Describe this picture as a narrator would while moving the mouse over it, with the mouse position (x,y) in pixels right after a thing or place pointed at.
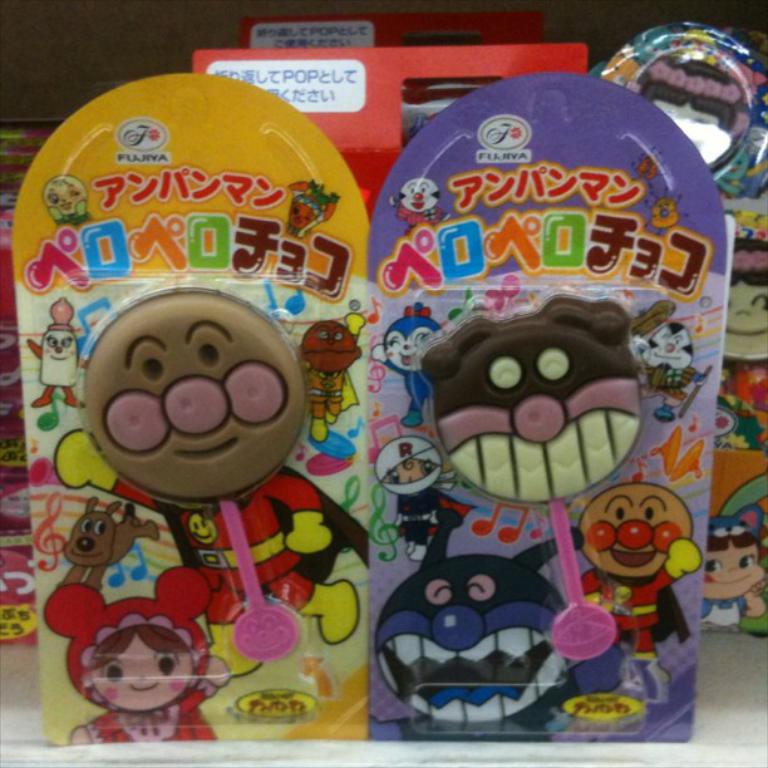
In this image, we can see some toys (532,139) which are in packing (615,730).
